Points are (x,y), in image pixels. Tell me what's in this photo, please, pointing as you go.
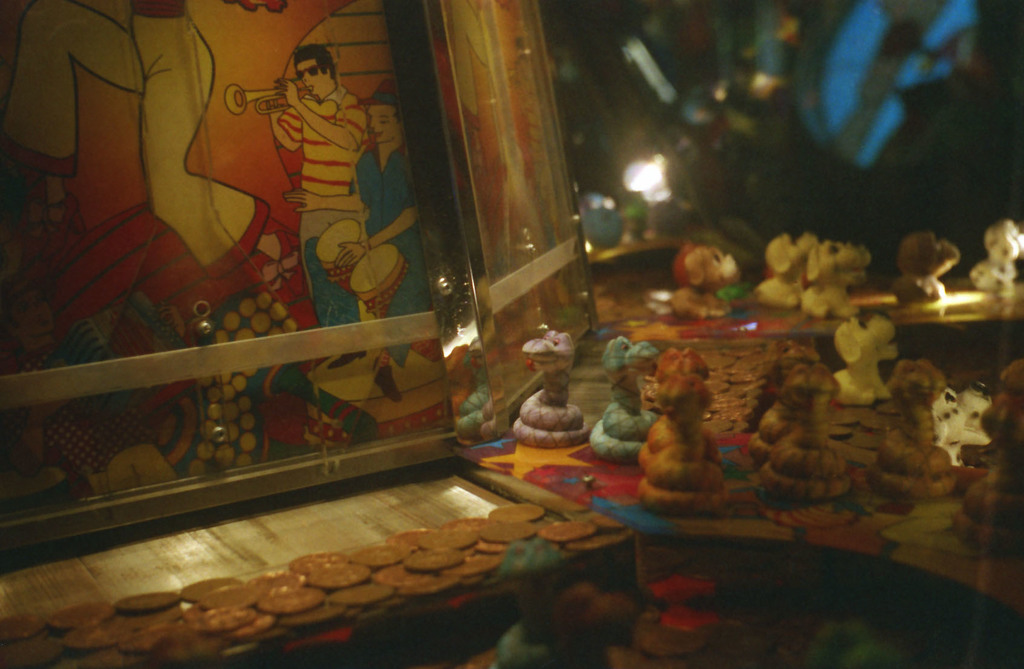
In this image we can see many toys (680,370). Also there are coins (353,594). And there are lights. And there is a stand (561,258) with glass walls (494,94). Also we can see a painting (186,122) of persons (292,148) playing musical instruments (376,265).
